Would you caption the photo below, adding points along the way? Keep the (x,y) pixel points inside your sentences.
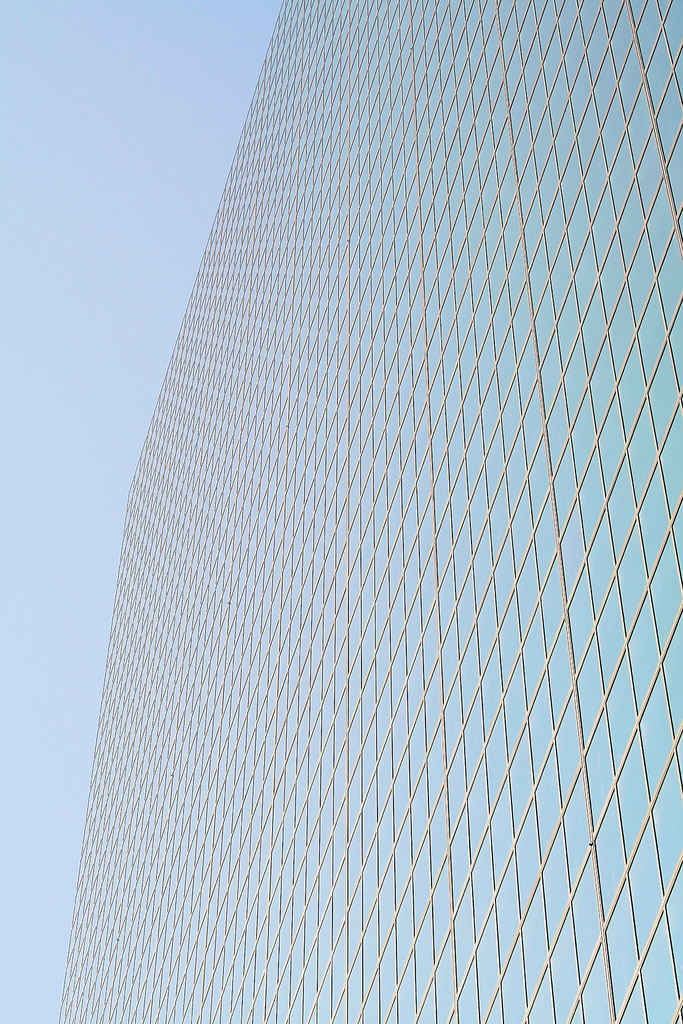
In this image on the right side (522,423), I can see a building (366,590). At the top (161,114) I can see the sky (115,94).
